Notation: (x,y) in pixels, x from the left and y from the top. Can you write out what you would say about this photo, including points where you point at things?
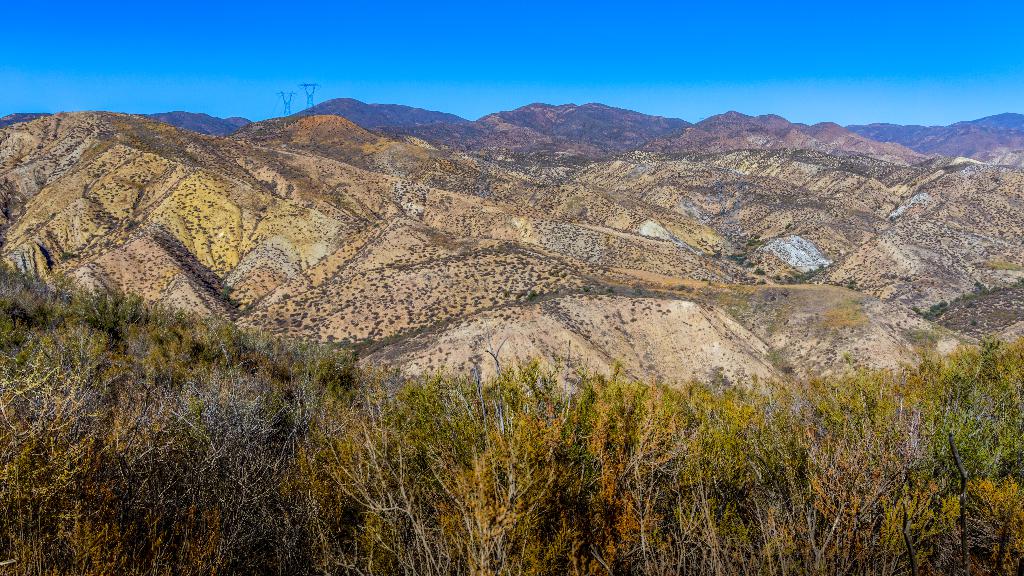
In this image I can see mountains (498,231), trees (441,474) and towers (286,104). In the background (688,56) I can see the sky (630,76).
